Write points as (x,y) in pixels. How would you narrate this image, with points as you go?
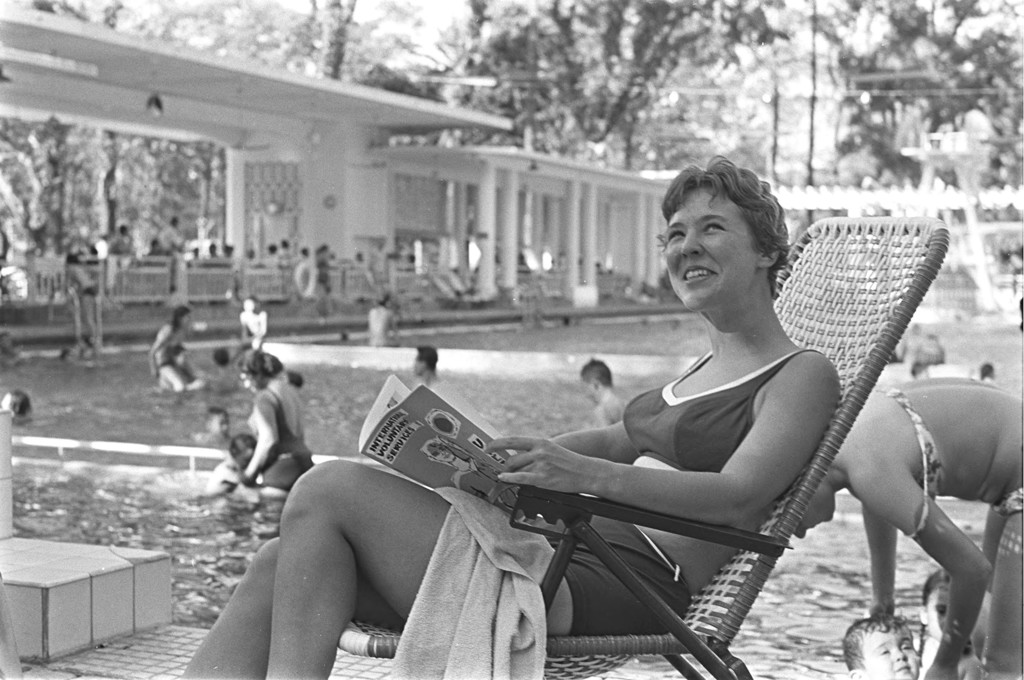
In this black and white picture a woman (781,445) holding a book (416,397) is sitting on the chair (721,633). Few persons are in water (487,413). Few persons (18,282) are behind the fence (289,283) which are under a roof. In background (433,99) there are few trees (588,88).
